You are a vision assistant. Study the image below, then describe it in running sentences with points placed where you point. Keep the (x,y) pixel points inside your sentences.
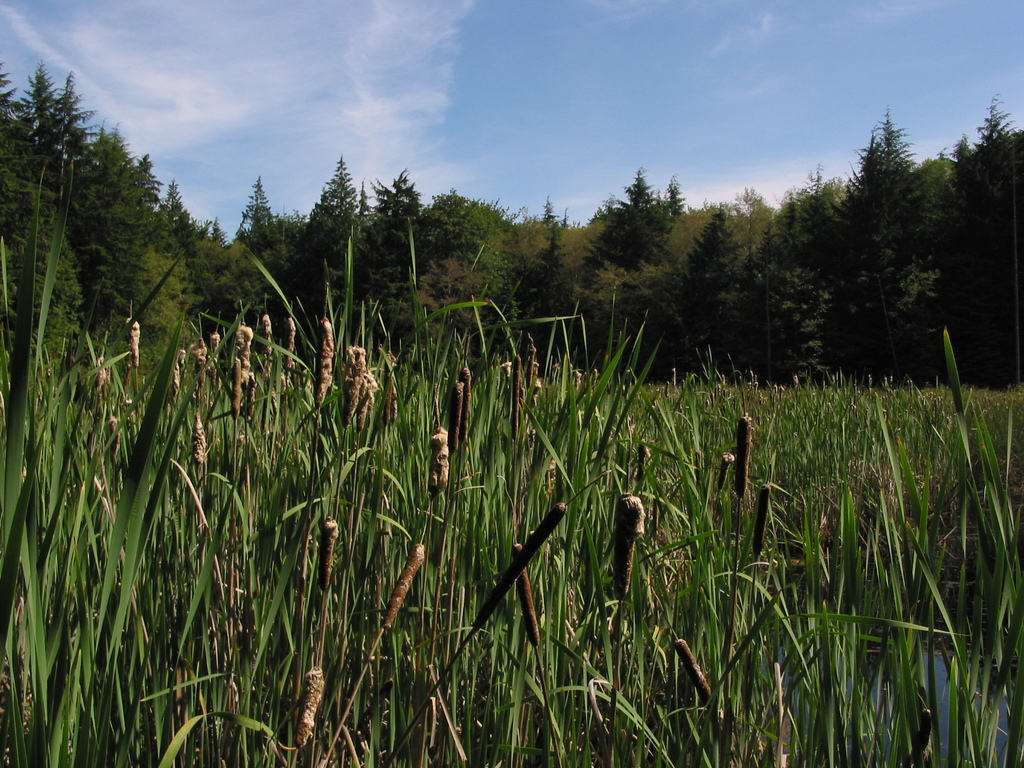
In the foreground of this image (548,445), there is grass (729,454). In the background (665,229), there are trees (708,250), sky (386,62) and the cloud (340,59).
